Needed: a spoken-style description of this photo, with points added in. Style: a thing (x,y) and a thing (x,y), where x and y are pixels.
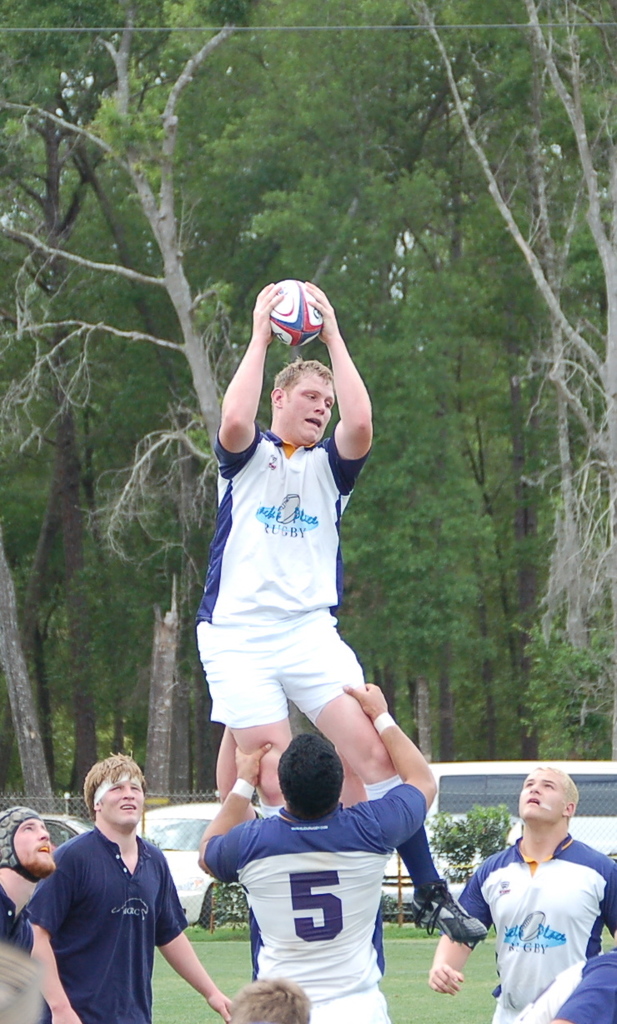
In the picture I can see a person (271,886) wearing white color T-shirt (308,885) is lifting another person (328,709) who is wearing white color dress (301,658) and holding a ball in his hands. Here we can see a few more people (532,1001) are standing on the ground (194,996). In the background (579,824), we can see the fence (491,805), plants (500,832), vehicles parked and we can see the trees (359,270).
